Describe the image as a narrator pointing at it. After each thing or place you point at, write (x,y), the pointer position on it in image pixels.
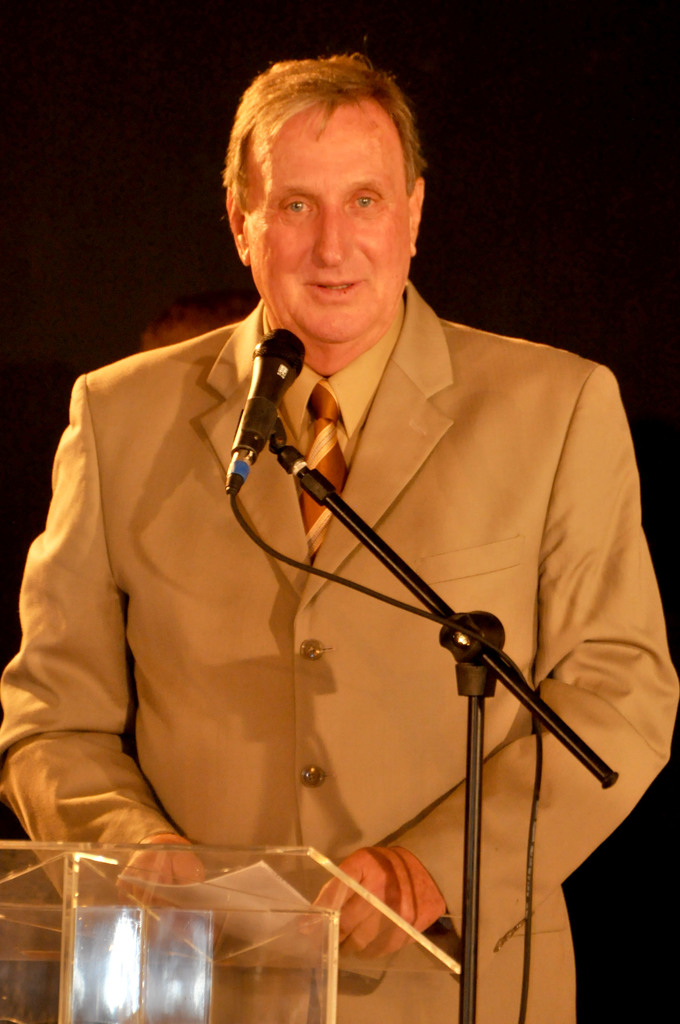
In this picture I can see a man (155,842) standing at a podium (106,970) and speaking with the help of a microphone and he is holding a paper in his hands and I can see dark background (611,56).
